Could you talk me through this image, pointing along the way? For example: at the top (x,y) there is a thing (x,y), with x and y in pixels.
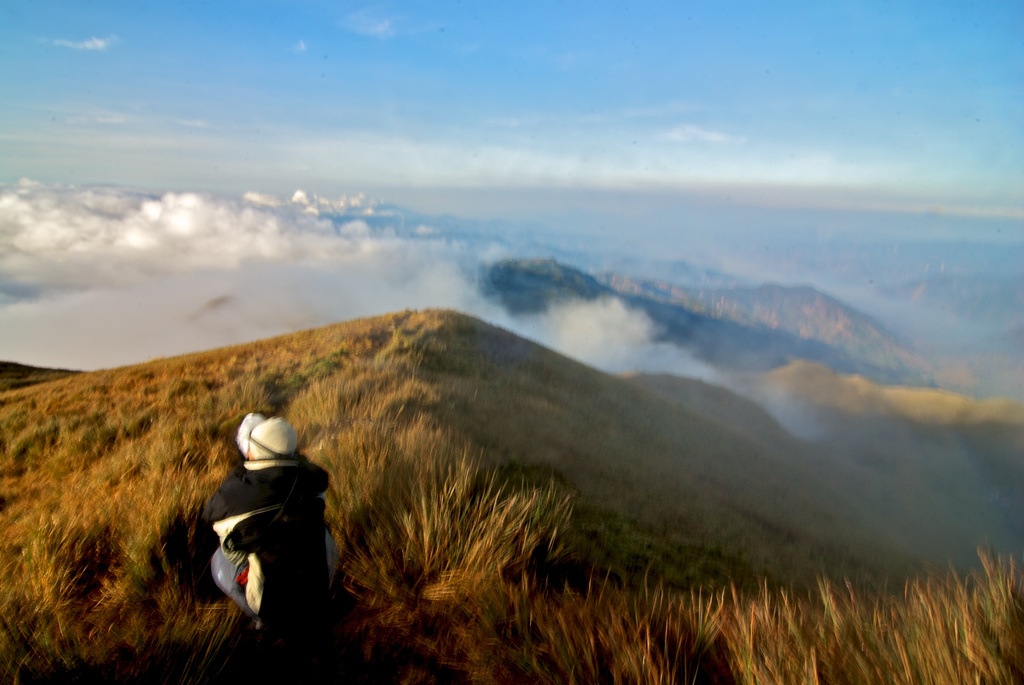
This picture is clicked outside. In the foreground (290,601) we can see the grass (458,518) and a person (230,517) squatting on the ground (174,518). In the background (813,386) we can see the sky (365,121), smoke (390,246) and hills (577,292).
